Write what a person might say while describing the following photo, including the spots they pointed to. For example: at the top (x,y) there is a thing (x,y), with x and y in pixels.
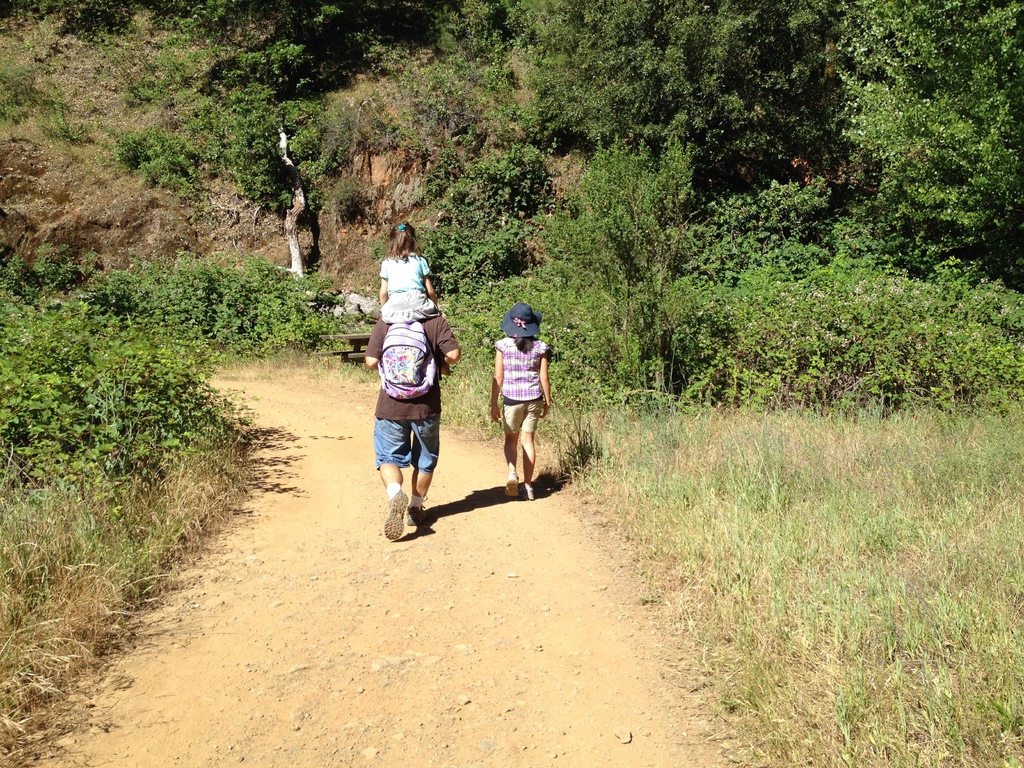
In this image I can see in the middle (521,341) few persons (504,391) are walking, at the back side (516,269) there are trees (703,204).
